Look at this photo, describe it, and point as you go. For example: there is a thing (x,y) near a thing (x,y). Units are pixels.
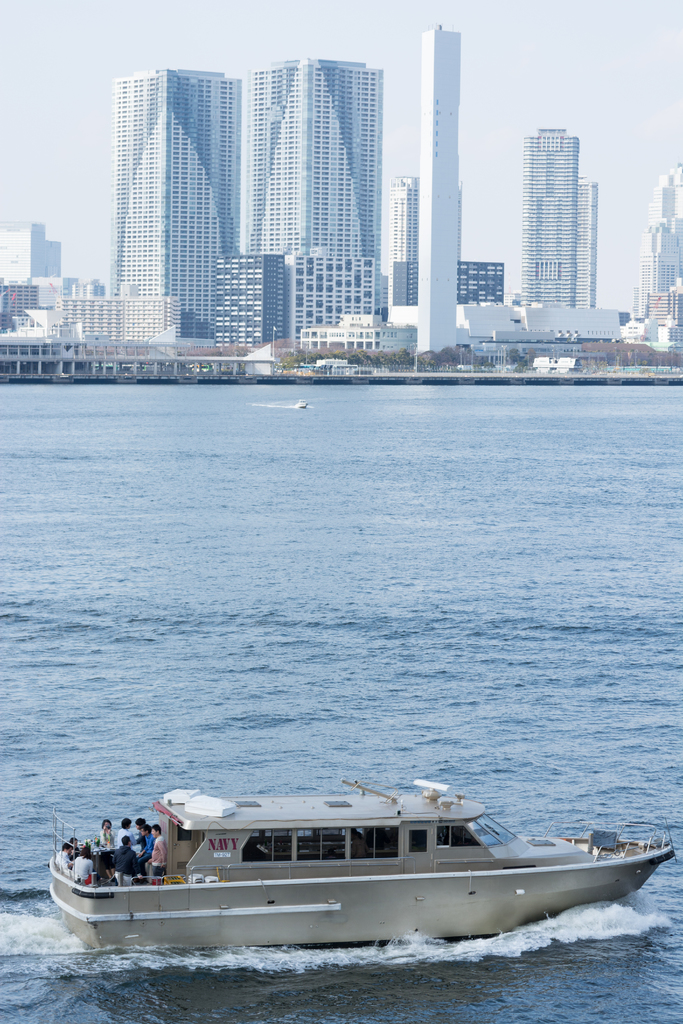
In this image, we can see few people (104,867) are sailing a boat (378,855) on the water (34,707). Top of the image (590,333), we can see so many buildings (656,265), trees (637,362) and sky (624,107).
